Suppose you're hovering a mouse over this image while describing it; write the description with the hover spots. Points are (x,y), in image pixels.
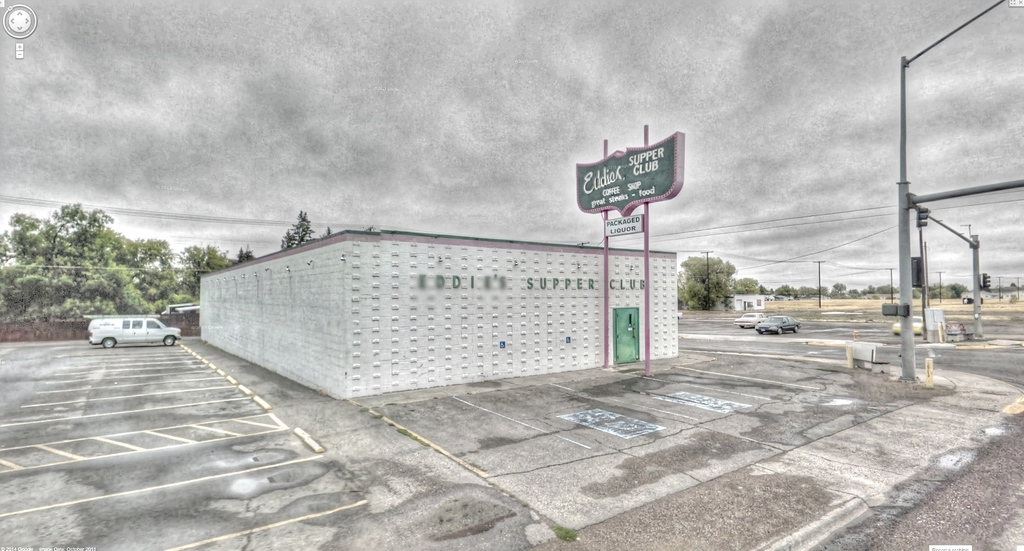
In the middle (541,319) it is a building (443,340), on the left side (88,293) there is a vehicle (102,327) on the road (182,355) and there are trees (88,261). At the top (398,85) it is the cloudy sky (376,114).
